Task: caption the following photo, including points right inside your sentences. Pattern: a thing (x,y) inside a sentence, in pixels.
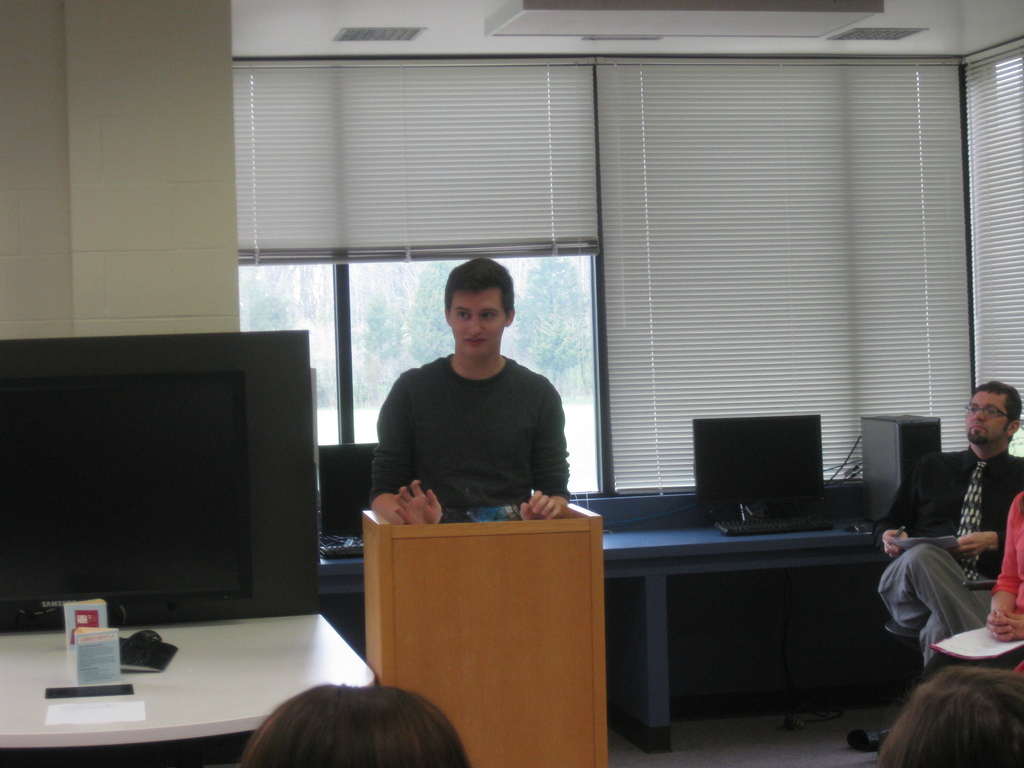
In this image, we can see a few people (997,600). We can see some tables (771,552) with devices (296,537) on them. We can see the window (540,321). We can see the ground (680,767) and the roof (407,46). We can also see some lights (369,39).
